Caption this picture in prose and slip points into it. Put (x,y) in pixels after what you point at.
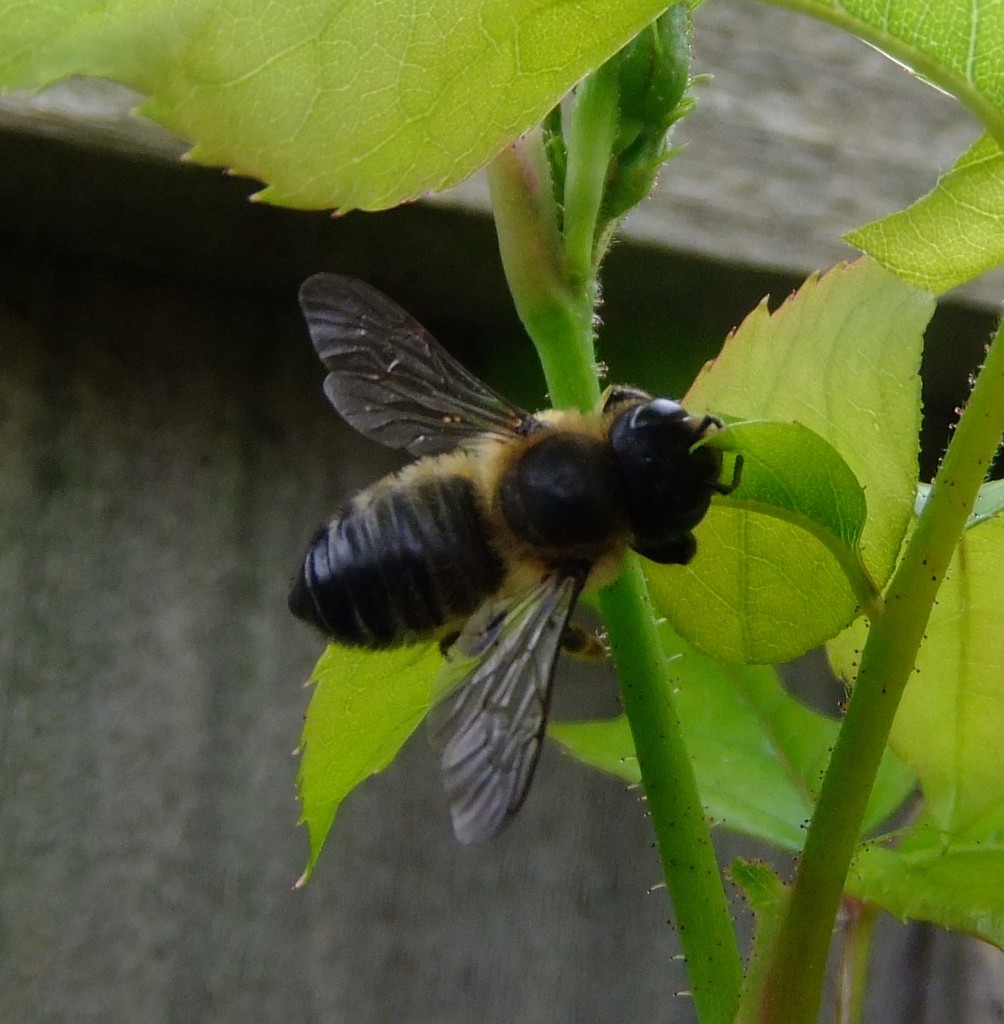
In this image I can see a bee (639,437) on the stem (603,253) of a plant (313,858).
